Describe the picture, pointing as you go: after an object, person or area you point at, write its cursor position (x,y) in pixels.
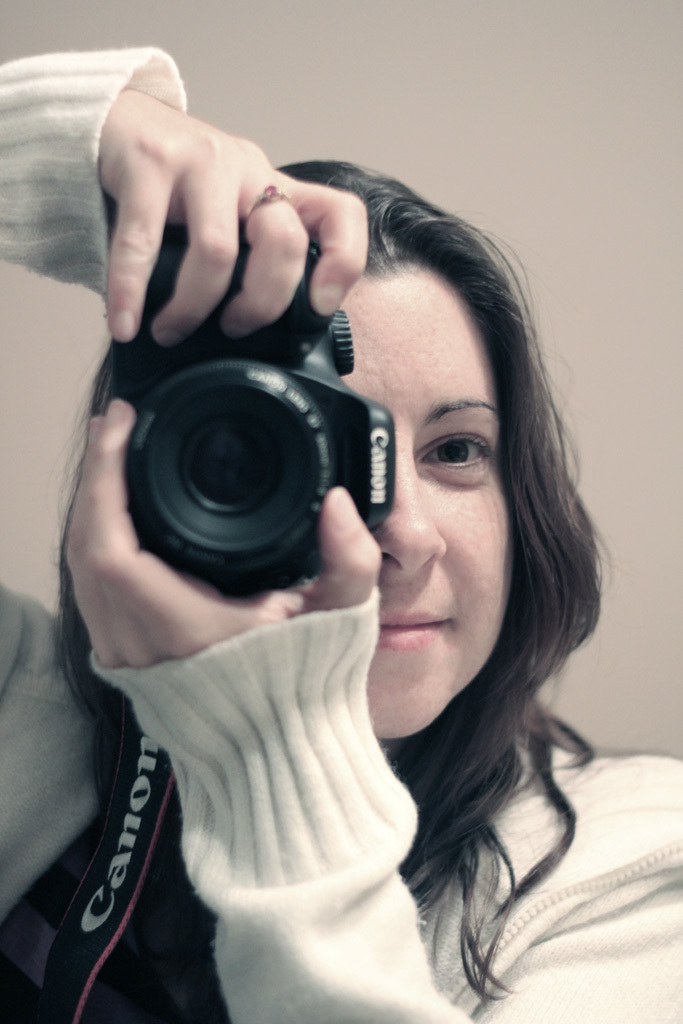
In the picture we can see a woman (216,881) with a white color sweater (51,795) and she is holding a camera (186,428) and capturing something, the camera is black in color and behind her we can see a cream color surface wall (637,580).
